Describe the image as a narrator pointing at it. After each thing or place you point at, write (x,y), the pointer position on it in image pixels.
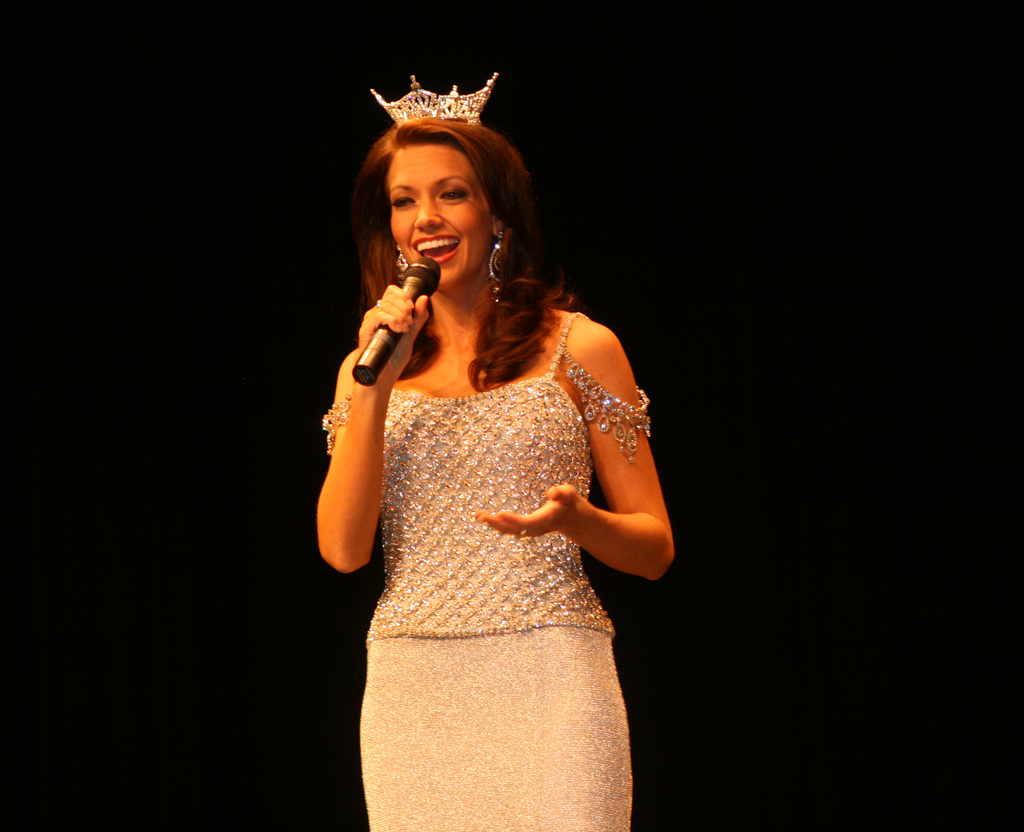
In this image in front (509,149) there is a person (483,143) wearing a smile on her face (440,225) and she is holding a mike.
